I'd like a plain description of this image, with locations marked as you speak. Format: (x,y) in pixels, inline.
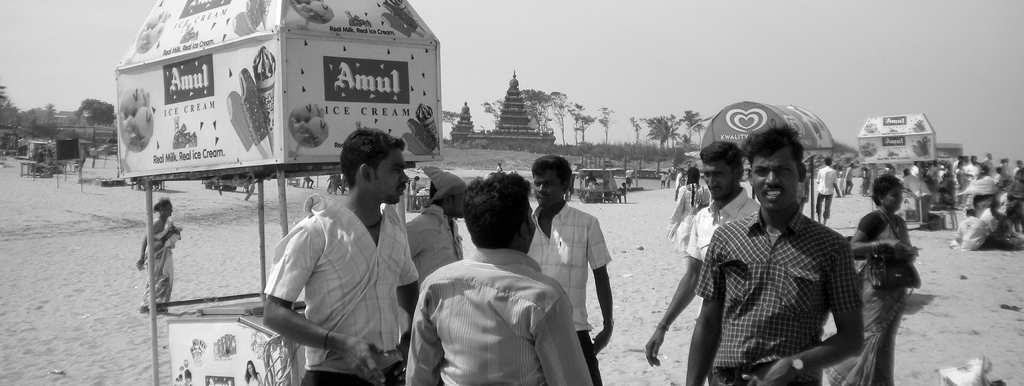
In the center of the image (411,144) we can see an ice cream cart (248,326) with some ice cream images (248,100) and some text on it. And we can see a few people (317,293) are standing. In the background (650,50), we can see the sky (498,97), buildings (512,107), trees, grass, ice cream carts (823,129), few people (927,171) are sitting, few people (822,188) are standing, few people (823,190) are walking, few people (943,198) are holding some objects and a few other objects (813,167).
